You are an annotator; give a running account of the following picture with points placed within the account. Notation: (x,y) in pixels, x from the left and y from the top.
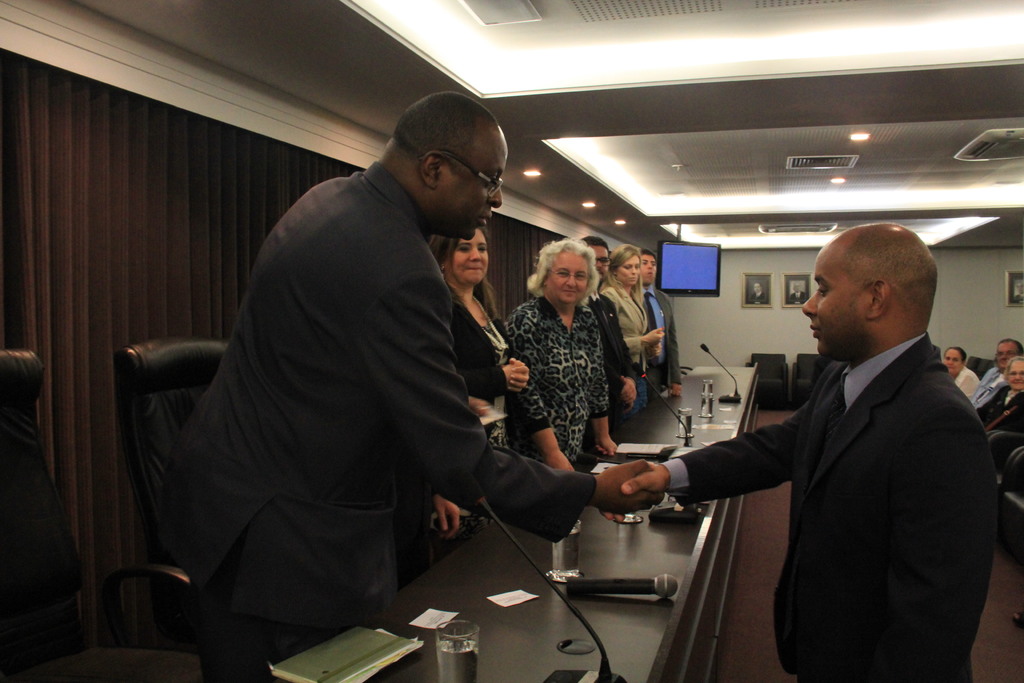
This picture describes about group of people (847,397) few (967,394) are seated on the chair (996,441) and few (363,364) are standing, in front of standing people (391,483) we can see glasses (466,623), microphones (539,571), papers (493,598) on the table (618,564), in the background (673,264) we can see television (685,253), curtains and couple of lights (603,167).
